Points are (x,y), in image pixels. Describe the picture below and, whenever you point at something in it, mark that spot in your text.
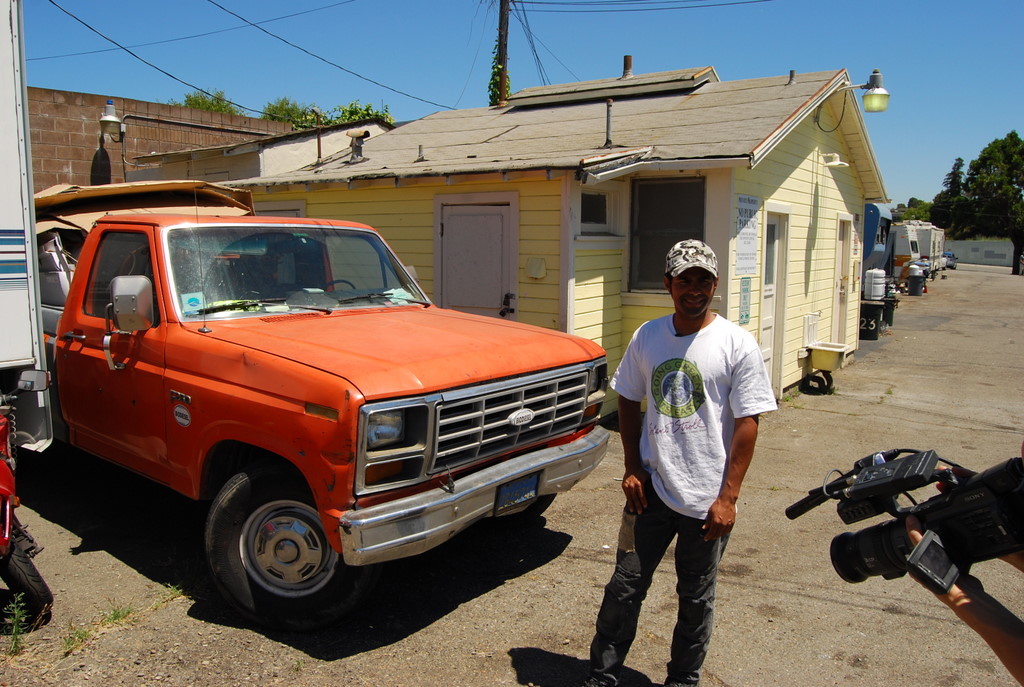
In this image I can see there is a car (98,416), building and person (620,647) on the road (320,631).
